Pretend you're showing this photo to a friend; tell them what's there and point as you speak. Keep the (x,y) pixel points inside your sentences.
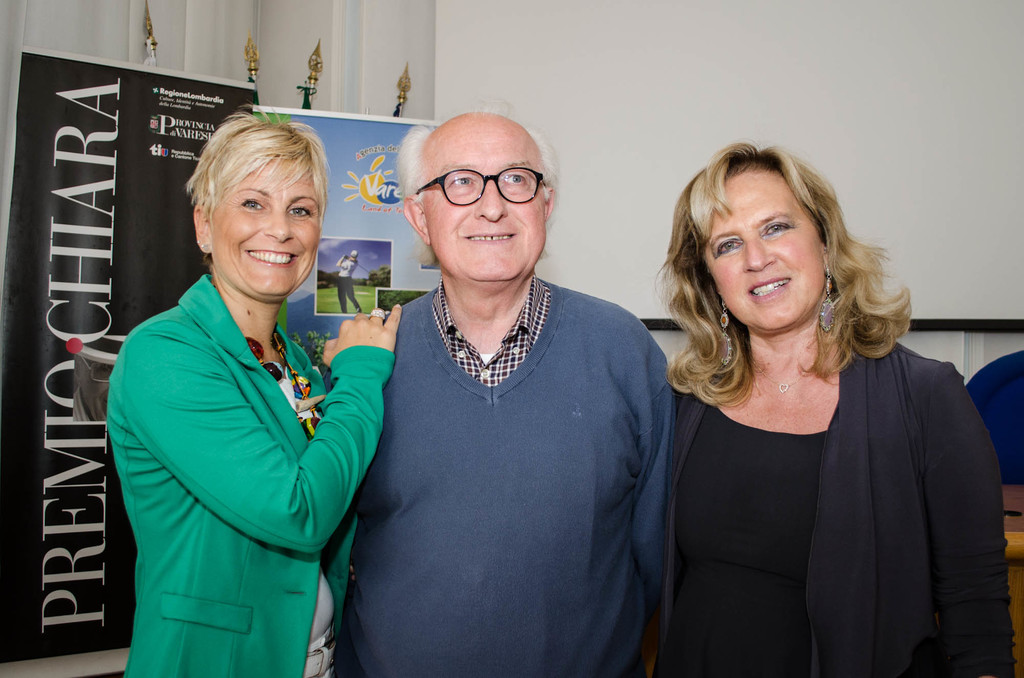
In this picture there are people (905,387) standing and smiling. In the background of the image (789,132) we can see banners (343,225) and objects (664,280).
